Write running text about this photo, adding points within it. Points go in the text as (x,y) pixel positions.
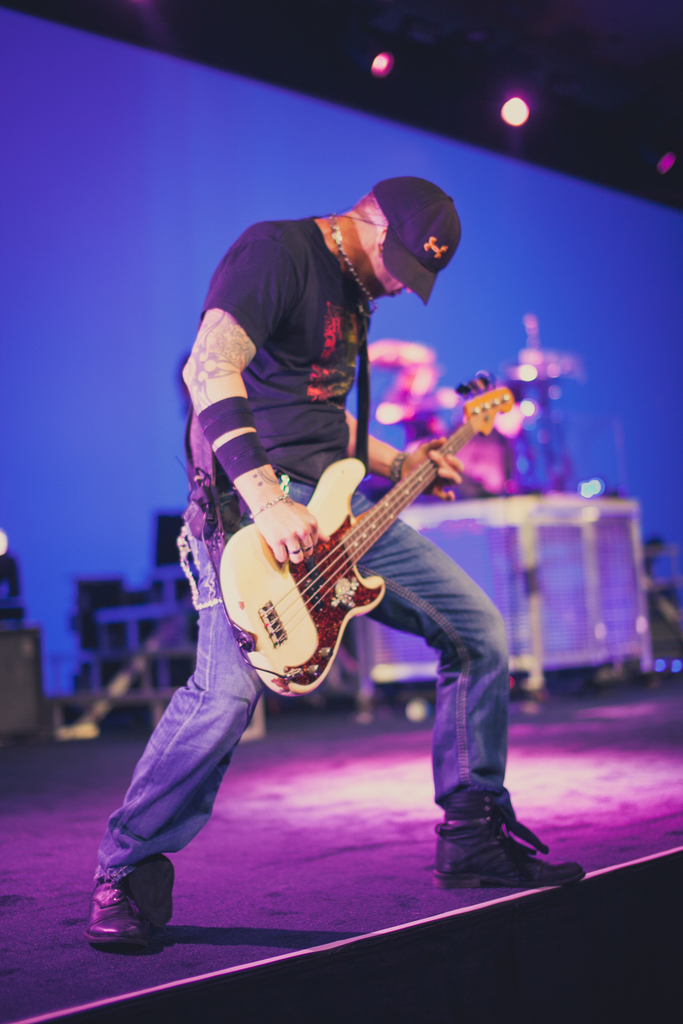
A person (287,351) wearing a black shirt (288,369) and a jeans (222,716) is wearing cap (401,254) and holding a guitar (344,560) and playing and standing on a stage (579,737). In the background (184,294) there is a blue wall (129,301) and some other items (543,542) in the background (543,542).
